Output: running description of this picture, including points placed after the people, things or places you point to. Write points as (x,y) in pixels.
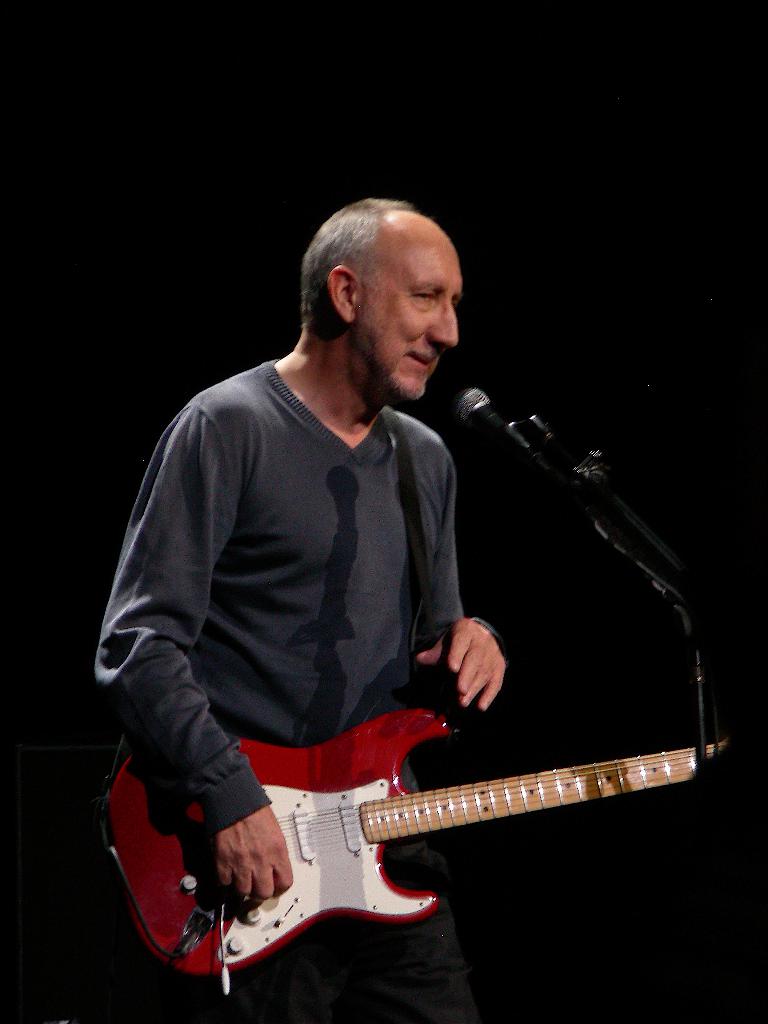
In this image there is a person (317,617) wearing black color sweatshirt (308,631) playing guitar (510,799) and in front of him there is a microphone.
